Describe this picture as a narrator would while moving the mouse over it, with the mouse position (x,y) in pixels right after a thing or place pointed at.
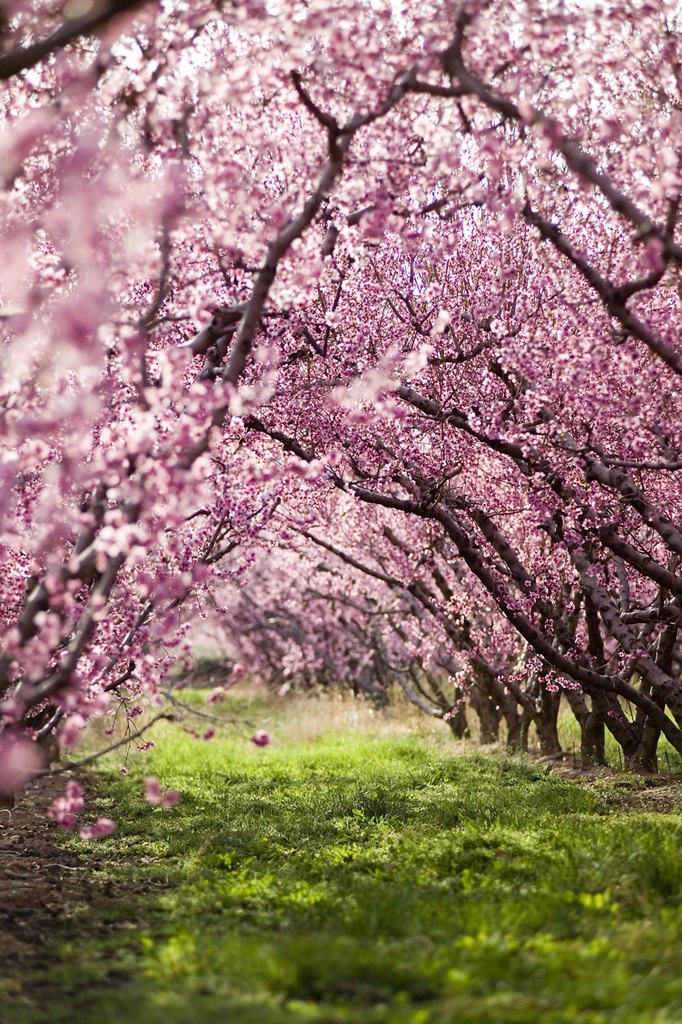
In the middle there is grass (341,889). In this picture we can see trees (397,400), the trees (327,353) are in purple color.
